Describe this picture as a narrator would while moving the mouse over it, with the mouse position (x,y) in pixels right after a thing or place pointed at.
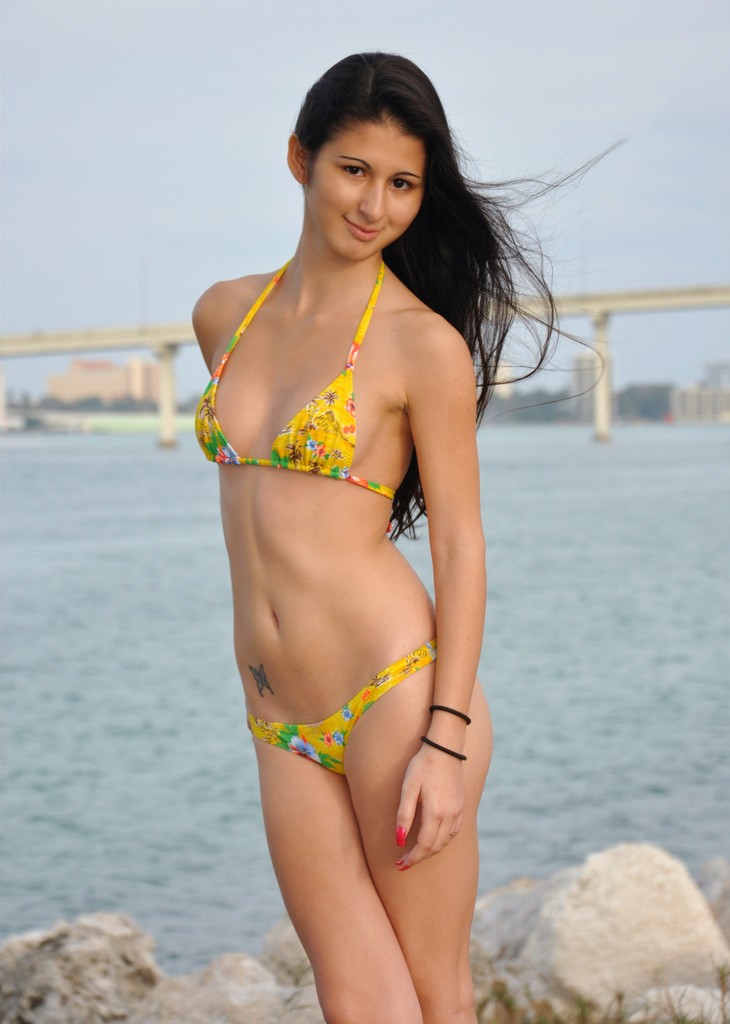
In this image I can see a beautiful woman (421,485) in yellow color top (321,473) and short (407,673). She is smiling, behind her, there is water (200,640) and a bridge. At the top (177,103) it is the sky (623,359).
